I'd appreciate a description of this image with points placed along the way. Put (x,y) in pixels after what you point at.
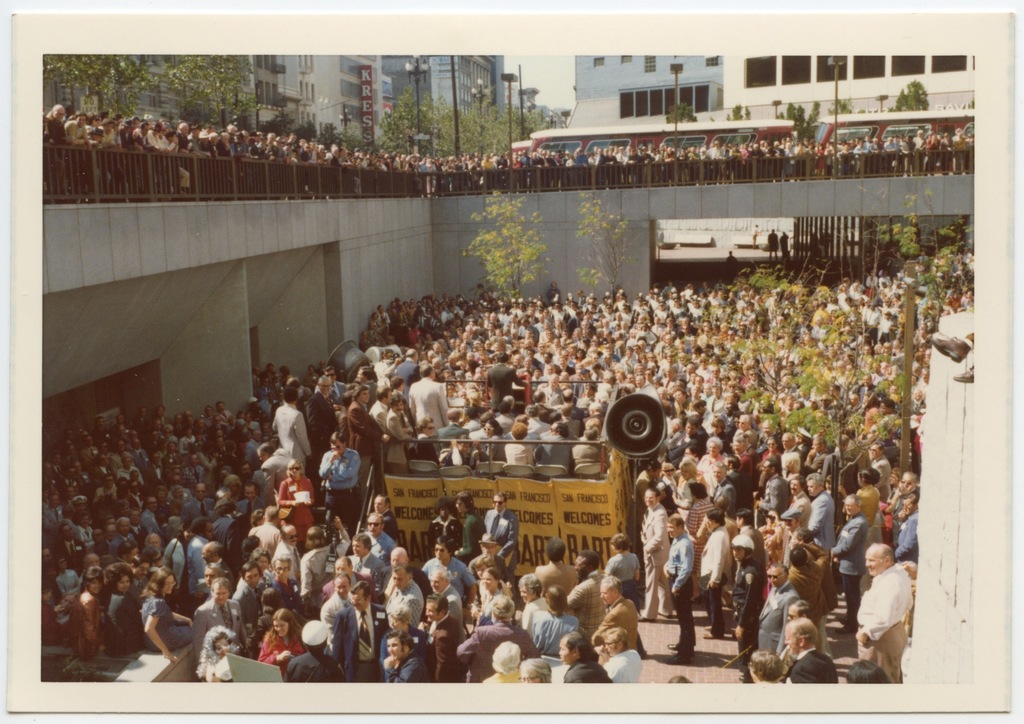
In this image I can see many people (549,458). At the top (275,153) I can see some people (424,170) standing near the rail (464,196). In the background (577,98), I can see the buildings (354,102) with some text (370,102) written on it.
